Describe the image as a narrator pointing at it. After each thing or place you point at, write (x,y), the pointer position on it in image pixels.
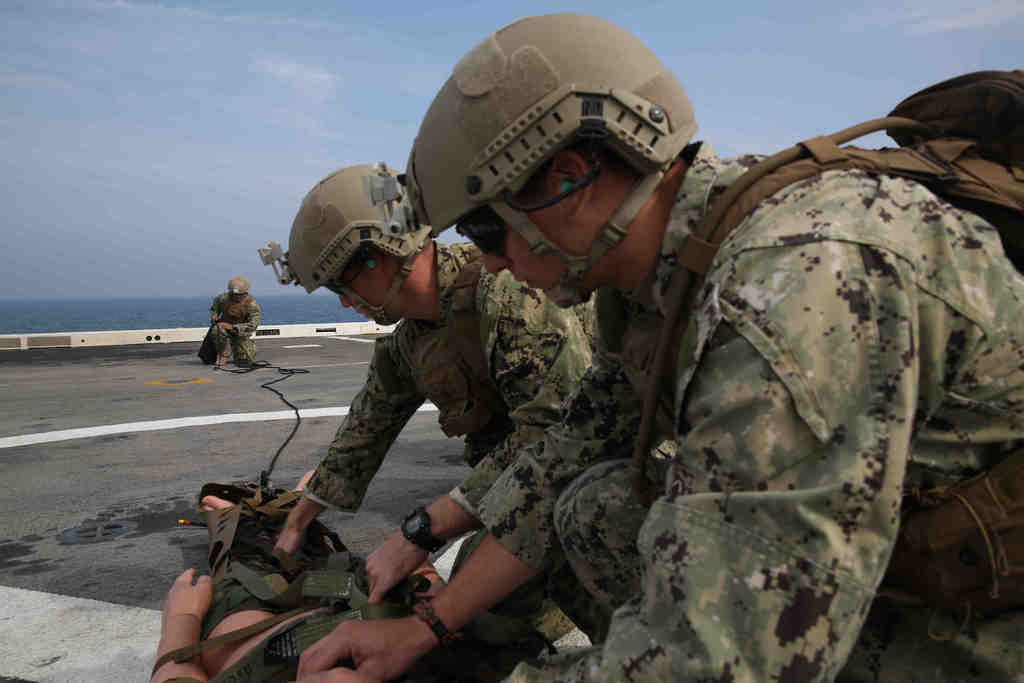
In this image we can see two combat medic (564,459). And we can see the deck (65,359). And we can see the sea (267,307). And we can see the sky (241,128).
